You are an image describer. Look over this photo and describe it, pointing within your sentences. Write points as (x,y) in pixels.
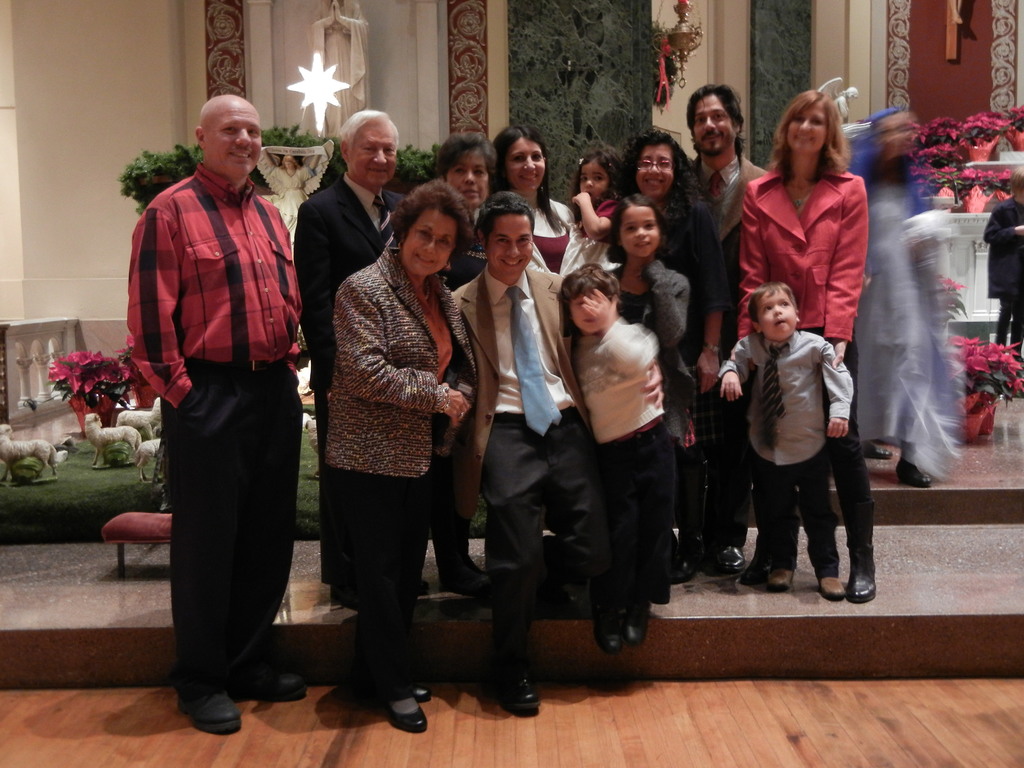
In this image I can see a group of people (525,435) standing. In the background (109,388), I can see some flower pots (983,418) and the wall (572,77).
